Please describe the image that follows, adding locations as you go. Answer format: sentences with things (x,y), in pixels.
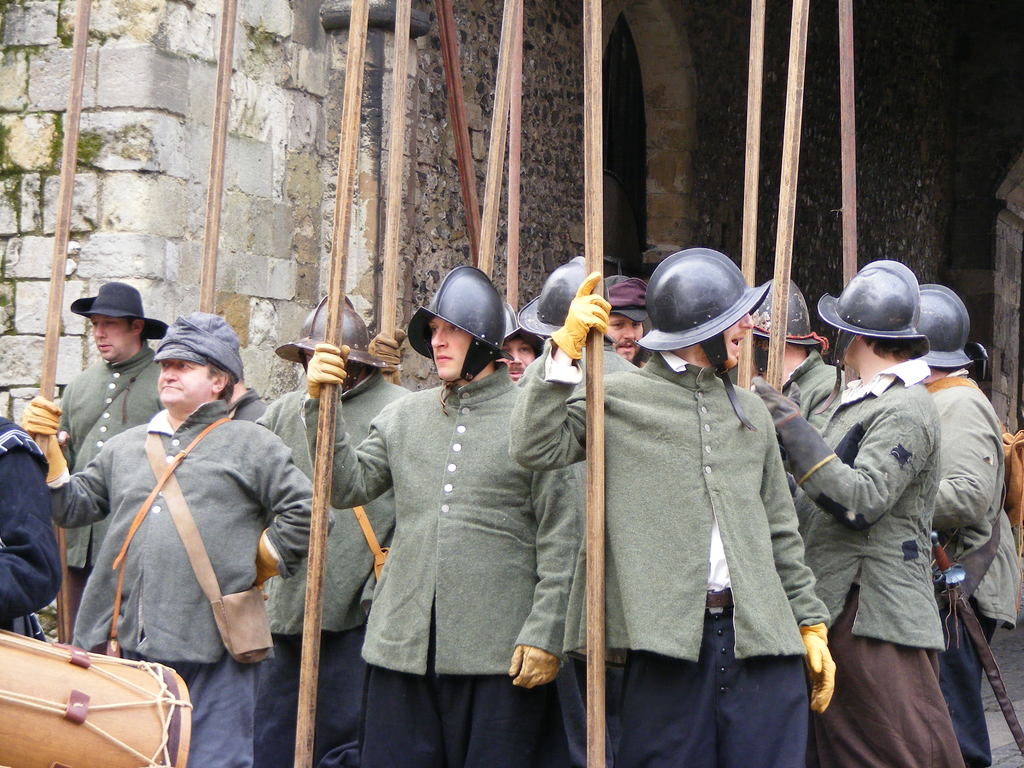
In this picture we can see a group of people (359,582), they are holding sticks (323,514), some people (536,526) are wearing helmets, some people (195,506) are wearing caps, one person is wearing a hat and we can see a wall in the background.
